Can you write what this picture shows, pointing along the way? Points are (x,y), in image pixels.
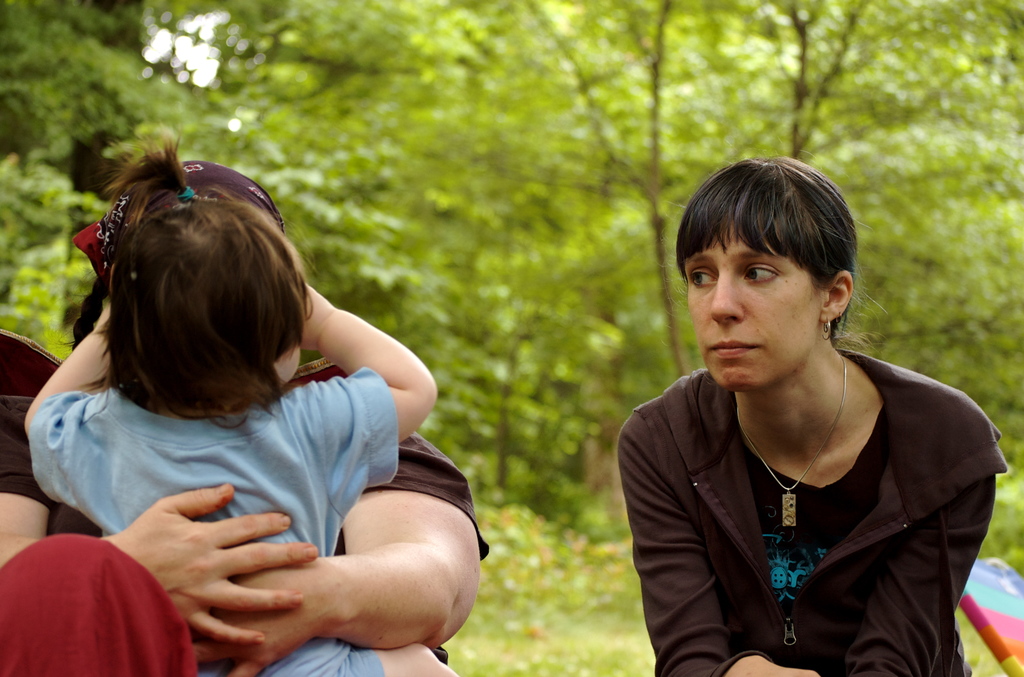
In this image there is a person (160,516) sitting on the chair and holding a baby (237,477) in her arms (309,554). Beside there is a woman (873,431) wearing a jacket (935,451). Behind them there are few trees (1016,308) and plants (578,588).
